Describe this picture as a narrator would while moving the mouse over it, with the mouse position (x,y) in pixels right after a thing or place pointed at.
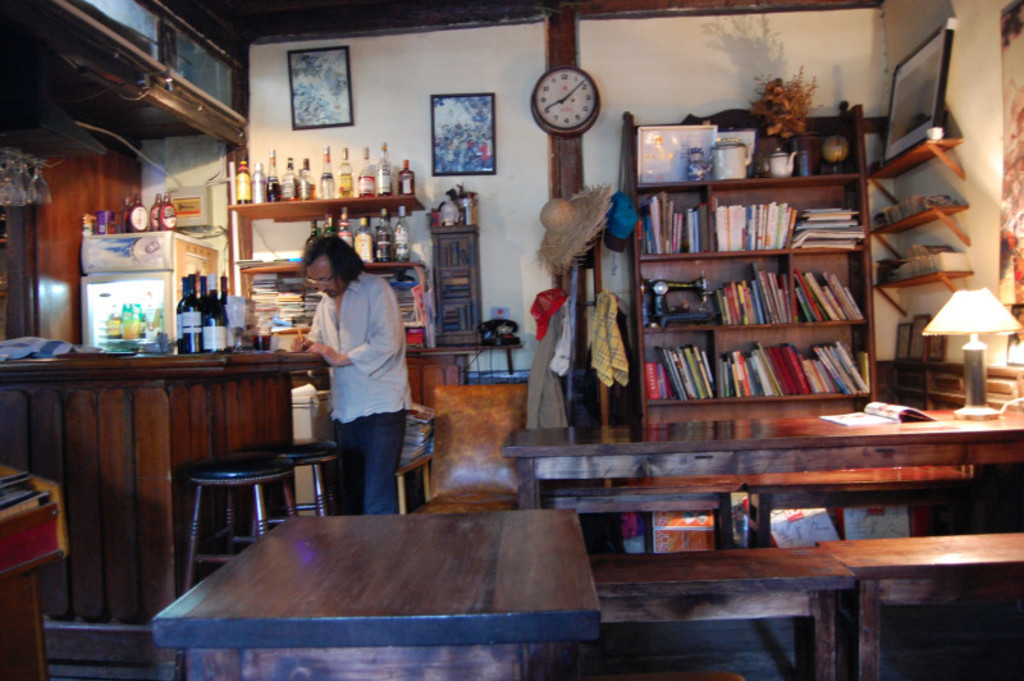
In the middle of the picture (389,338), we see the man (348,284) is standing. He is holding the pen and he is writing something. In front of him, we see the chairs (310,462) and a table (238,393) on which glass bottles (212,321) are placed. At the bottom (439,538), we see the wooden benches (614,589) and a table (349,594). Behind that, we see a table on which book (878,411) and a lamp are placed. Behind that, we see a rack (797,331) in which many books (782,289), flower vase (776,123), photo frame (646,145) and kettles (730,169) are placed. Beside that, we see a rack (956,212) in which books (950,248) and photo frame (894,143) are placed. Behind that, we see a wall (981,105). On the left side (142,269), we see the refrigerator (185,258) on which glass bottles (136,201) are placed. Beside that, we see the rack (398,275) in which books (284,281) and glass bottles (376,240) are placed. Behind that, we see a wall (500,175) on which photo frames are placed. In the middle (602,322), we see the hat (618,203), clothes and a clock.
